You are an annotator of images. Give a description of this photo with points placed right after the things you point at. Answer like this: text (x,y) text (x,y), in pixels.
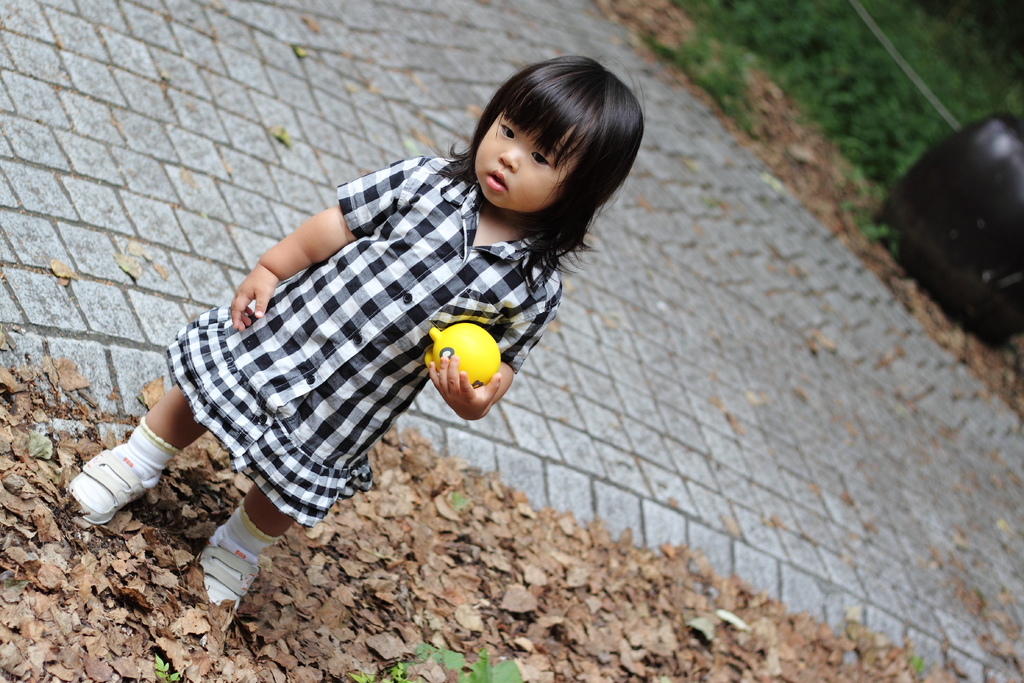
In the image there is a baby (355,369), she is standing beside the dry leaves (329,547) and she is holding a ball (467,354) with her hand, behind the baby (542,163) the background (919,426) is blurry.
